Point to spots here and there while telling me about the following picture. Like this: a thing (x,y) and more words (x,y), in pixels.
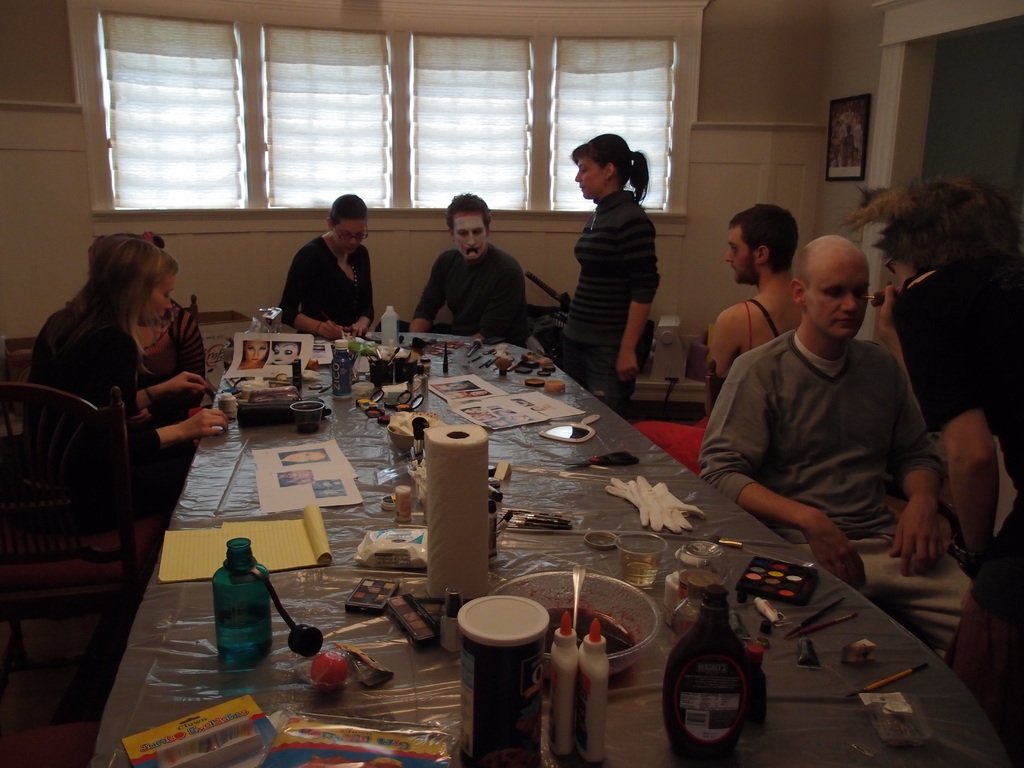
There is a woman (186,450) sitting on a chair (125,470) on the left side (103,538) and she is handling some items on the table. There are two people (467,325) who are sitting at the center (481,308). There is a man (815,260) who is sitting on a chair (940,527). There is another who is standing in front of this man (839,249) giving some treatment to his eyes (861,290).
